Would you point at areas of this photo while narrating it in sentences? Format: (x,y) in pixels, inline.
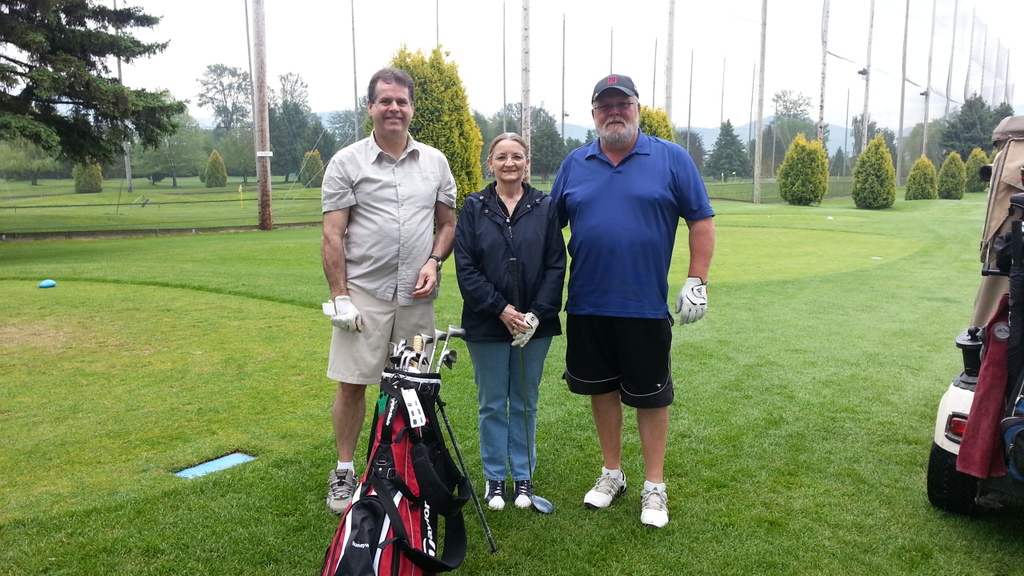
In this image I can see three persons (622,272) standing, the person (646,275) at right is wearing blue and black color dress (614,283) and the person (416,270) at left (323,241) is wearing cream color dress (377,302). In front (456,338) I can see few golf clubs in the bag (435,413). Background (139,150) I can see the vehicle (1004,252), trees (151,141) in green color, few poles (930,65) and the sky (552,46) is white color.
